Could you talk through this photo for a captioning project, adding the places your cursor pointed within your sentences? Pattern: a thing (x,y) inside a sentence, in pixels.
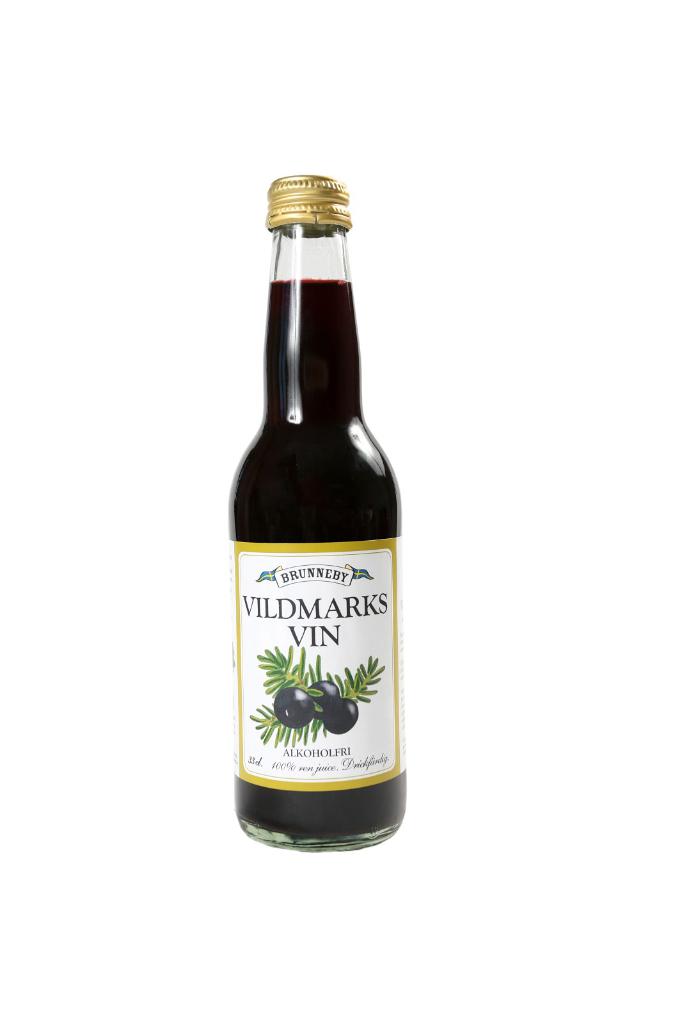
There is a bottle (307,507) with some liquid (284,490) filled in it in this picture. In the background (117,407) there is white.
